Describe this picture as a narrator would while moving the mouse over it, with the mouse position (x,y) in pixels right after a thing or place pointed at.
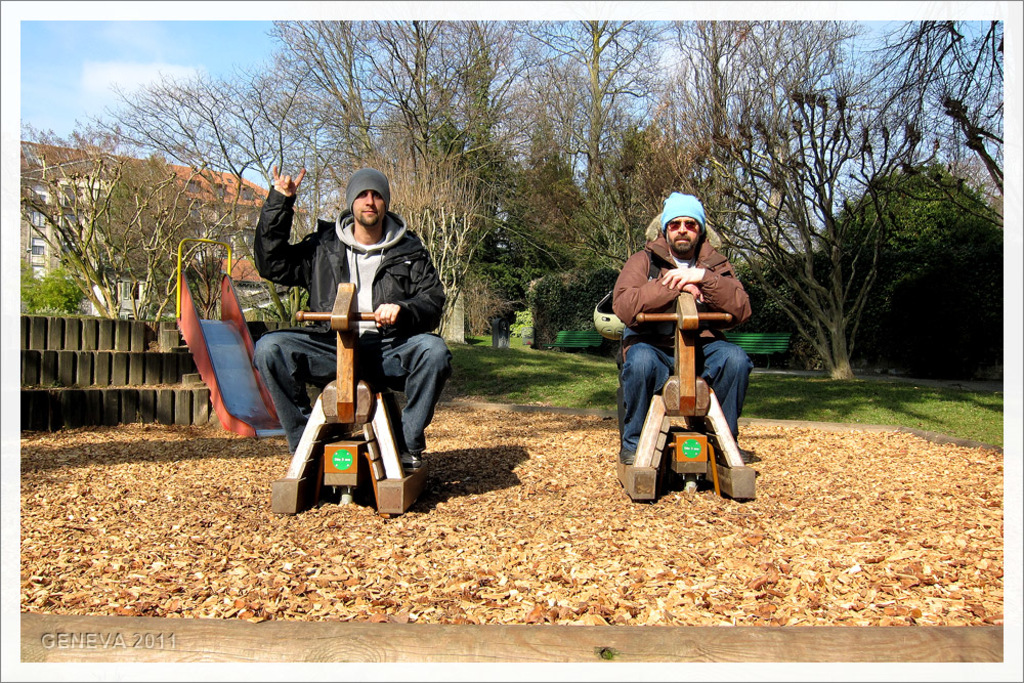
In the foreground of the picture (411,403) there are dry leaves (718,542), wooden objects (373,443), people (410,272), wooden pole (171,659) and other objects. In the middle of the picture (450,290) there are trees (932,297), slide (220,328), buildings (57,268) and other objects (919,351). In the background (51,43) at the top (675,72) there is sky (675,72).
